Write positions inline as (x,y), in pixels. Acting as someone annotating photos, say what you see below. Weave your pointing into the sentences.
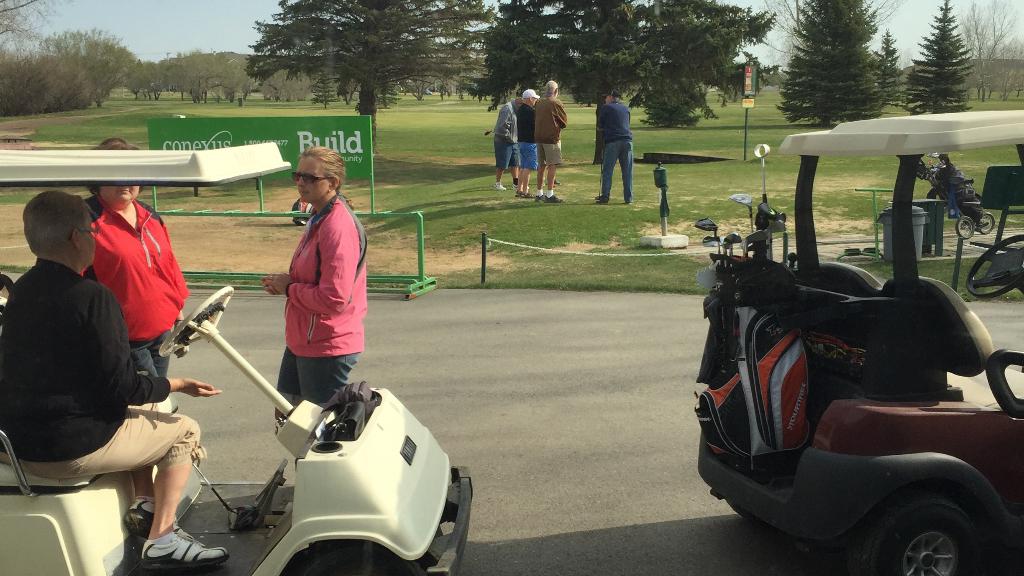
In this image I can see a road (474,332) in the front (276,339) and on it I can see few people (172,294) and two golf carts (803,520). On the left side of this image (59,420) I can see one person (118,378) is sitting and on the right side (772,229) I can see number of golf sticks (726,243) in a bag (751,309). In the background (662,128) I can see an open grass ground (678,287), number of trees (496,62), few people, railing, few dustbins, a green colour board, a golf bag (951,182) and on the board (275,179) I can see something is written. I can also see the sky (81,7) in the background (25,16).
